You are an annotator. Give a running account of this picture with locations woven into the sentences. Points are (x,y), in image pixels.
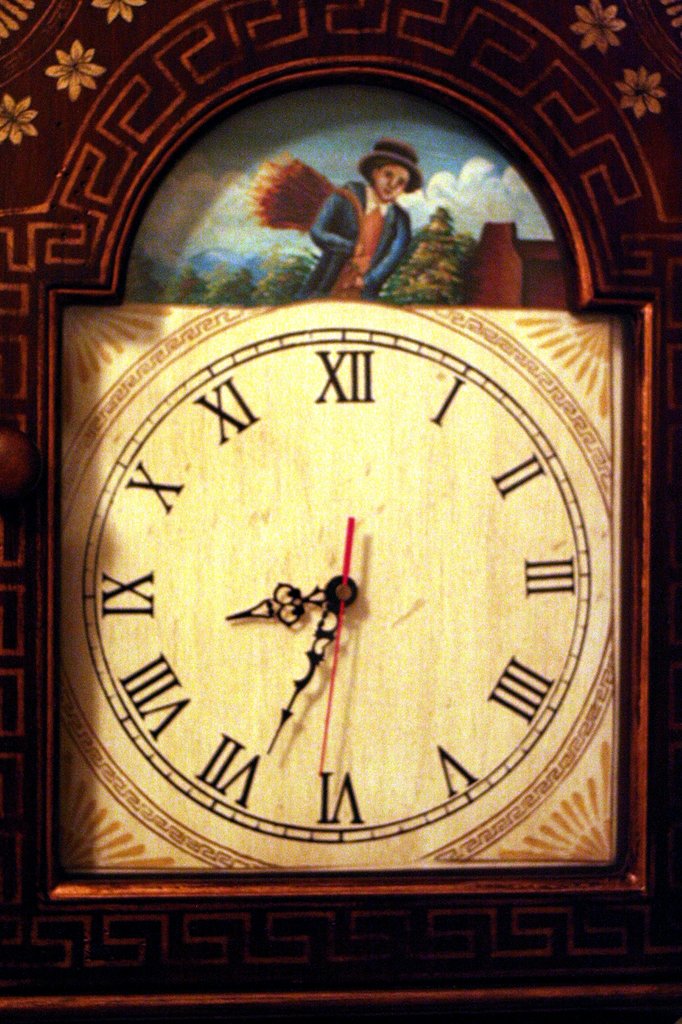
In this picture we can see a clock (335,434) and cartoon image (338,193) of a person (324,212).
